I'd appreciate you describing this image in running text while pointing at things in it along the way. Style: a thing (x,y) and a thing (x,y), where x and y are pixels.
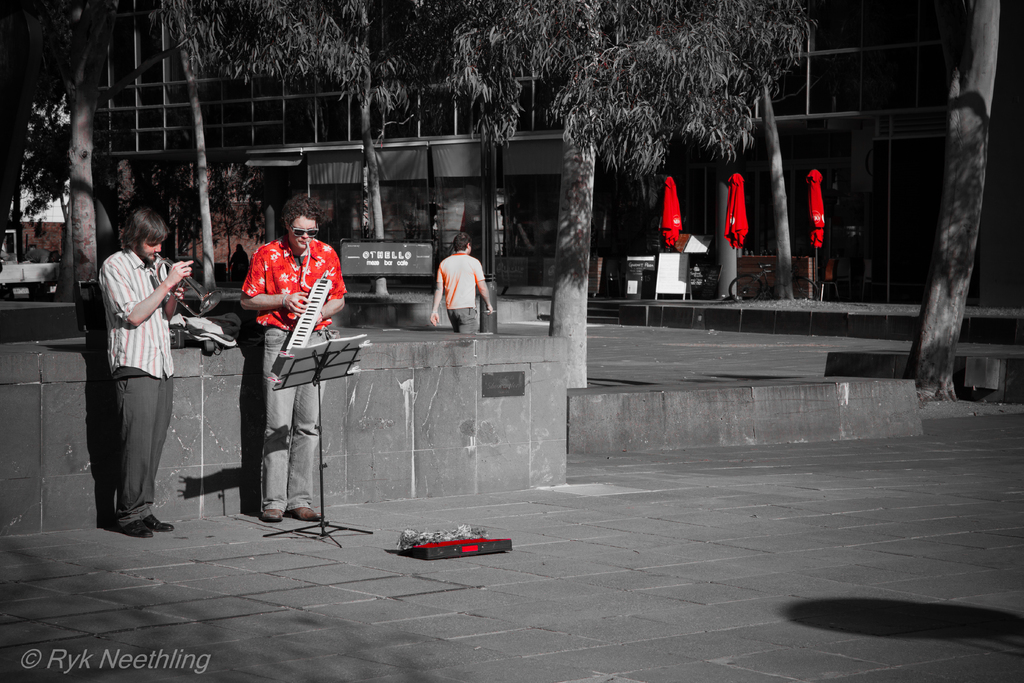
It is an edited image. In this image we can see two persons (161,285) holding the musical instruments (164,269) and standing on the land (412,575). We can also see the book (335,357) and also the stand (299,354). There is an object (460,537). In the background (39,239) we can see the building (836,69), trees (559,97), closed red color umbrellas (739,207), a bicycle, information boards (713,272) and also a person (472,281) walking. In the bottom left corner (156,655) we can see the text (157,663).
